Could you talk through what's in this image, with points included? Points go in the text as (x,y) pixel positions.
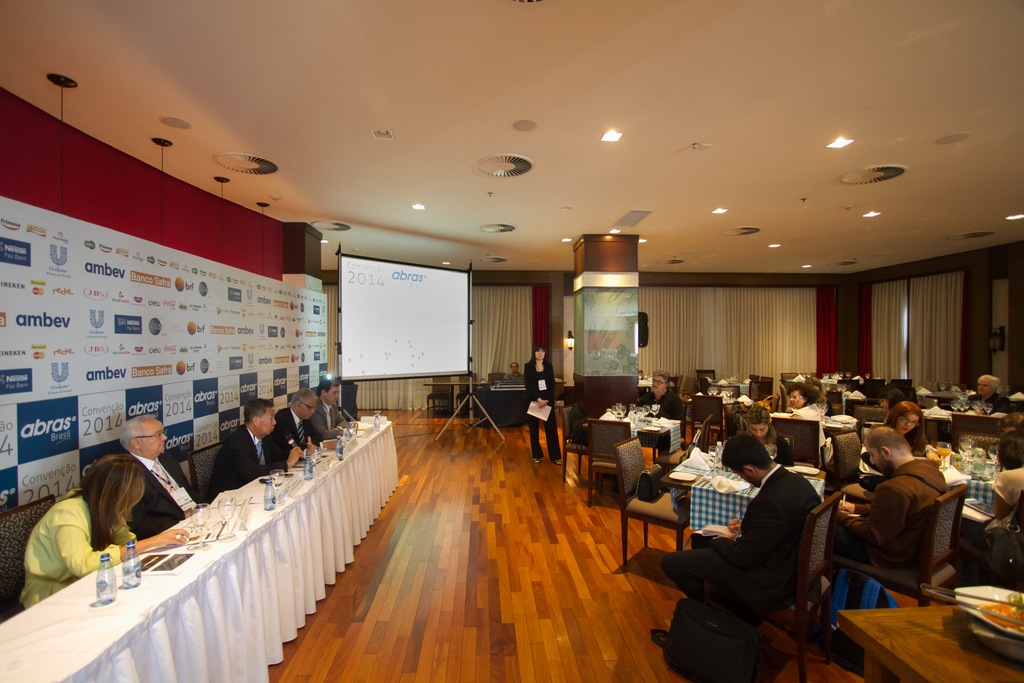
As we can see in the image there is a wall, screen (393,298), few people (184,533) sitting over here and there is a table (199,575). On table (127,608) there are bottles (105,596) and glasses (207,520).
